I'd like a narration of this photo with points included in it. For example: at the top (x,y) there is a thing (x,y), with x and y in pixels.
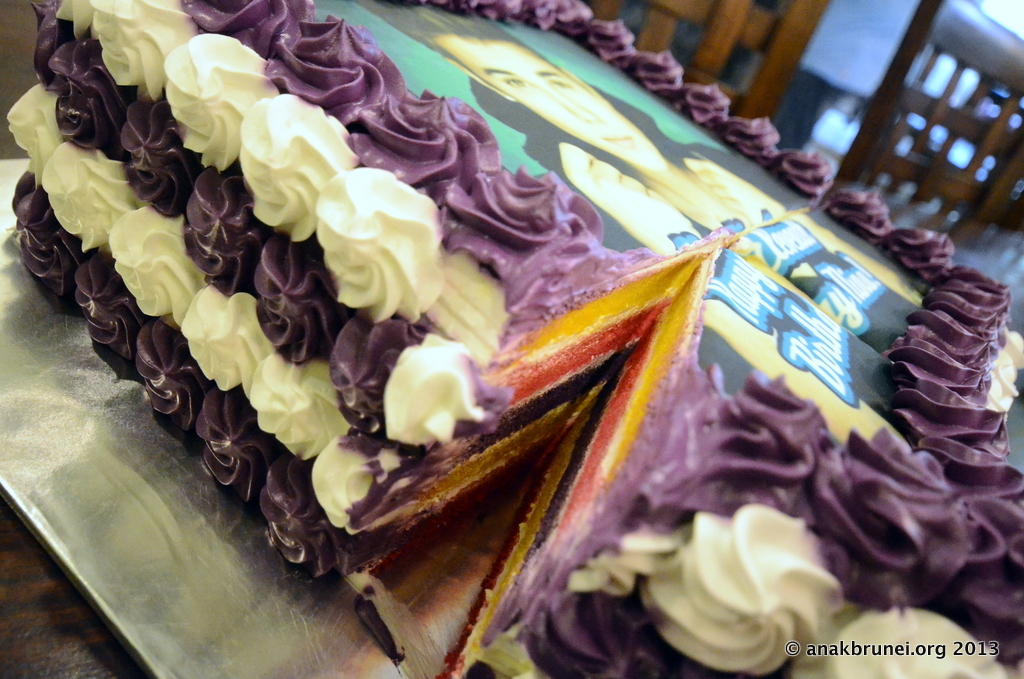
In this image we can see cake (477,234) on a base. In the back (777,82) there are wooden objects (929,80). In the right bottom corner (829,658) there is a watermark (983,655).
